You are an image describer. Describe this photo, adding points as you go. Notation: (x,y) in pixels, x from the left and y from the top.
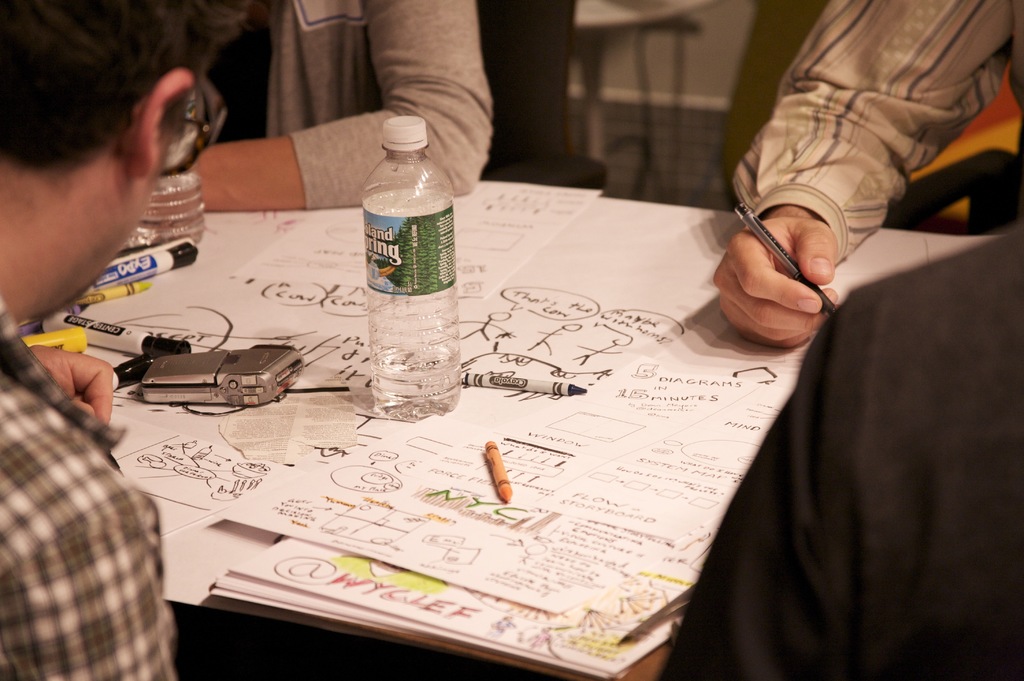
Here on the right (953,70) a man (960,53) is resting his hand (797,242) on the chart (710,335). There is a bottle (415,377) in the middle (444,377).
